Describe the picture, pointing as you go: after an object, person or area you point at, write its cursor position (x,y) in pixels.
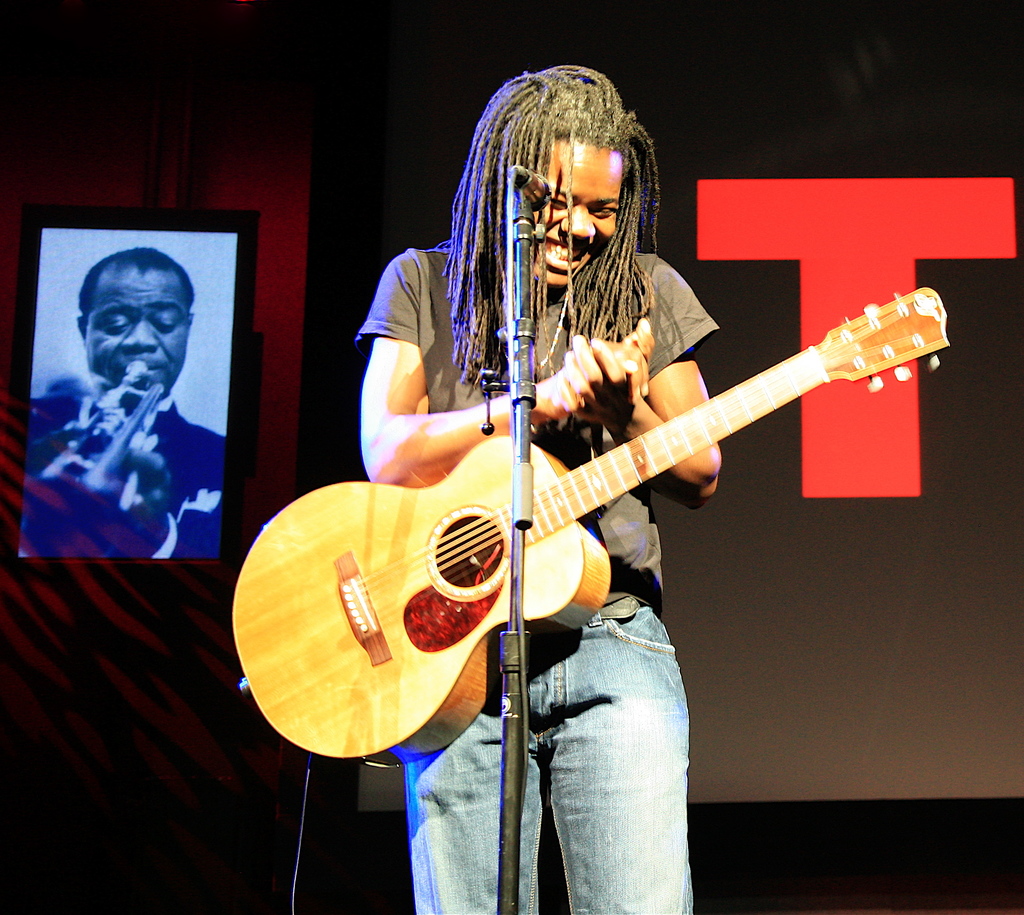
In this picture we can see a person (543,339) with the guitar (503,476) and the person (582,306) is smiling. In front of the person (569,291) there is a microphone (521,178) with stand (516,620) and a cable (523,602). Behind the person (473,400), there are screens (762,153).
